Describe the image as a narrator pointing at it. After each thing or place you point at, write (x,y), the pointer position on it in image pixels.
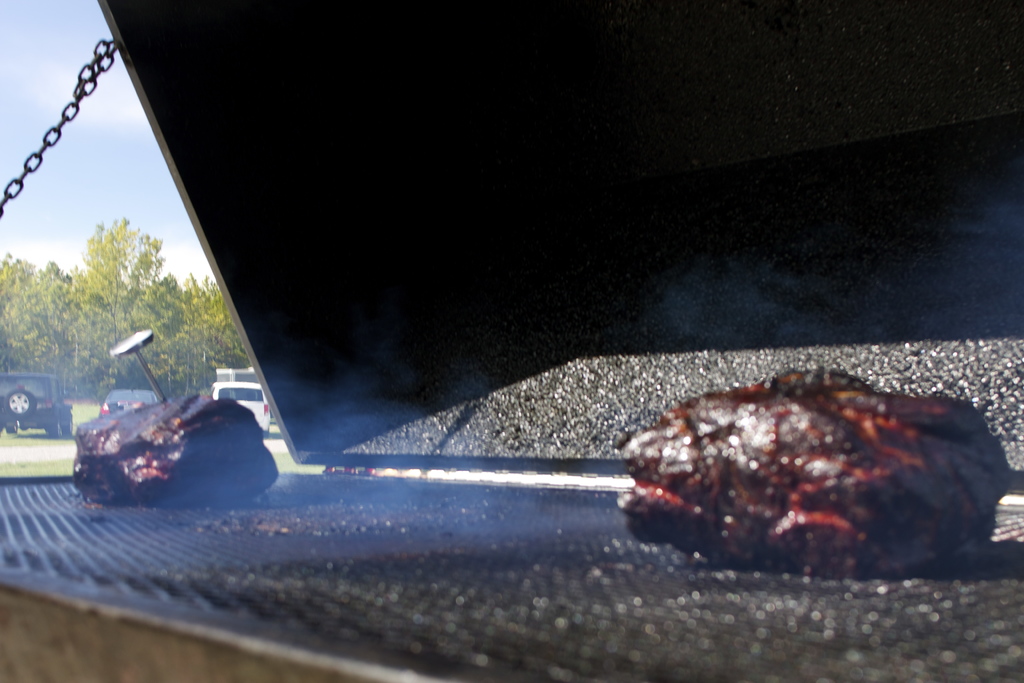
In the picture we can see a steam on it, we can see a meat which is fully fried and on the top of it, we can see an iron sheet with a chain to it and behind it, we can see a grass surface (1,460) and some cars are parked on it and behind it we can see full of trees (89,268) and sky (82,214) with clouds (61,256).
